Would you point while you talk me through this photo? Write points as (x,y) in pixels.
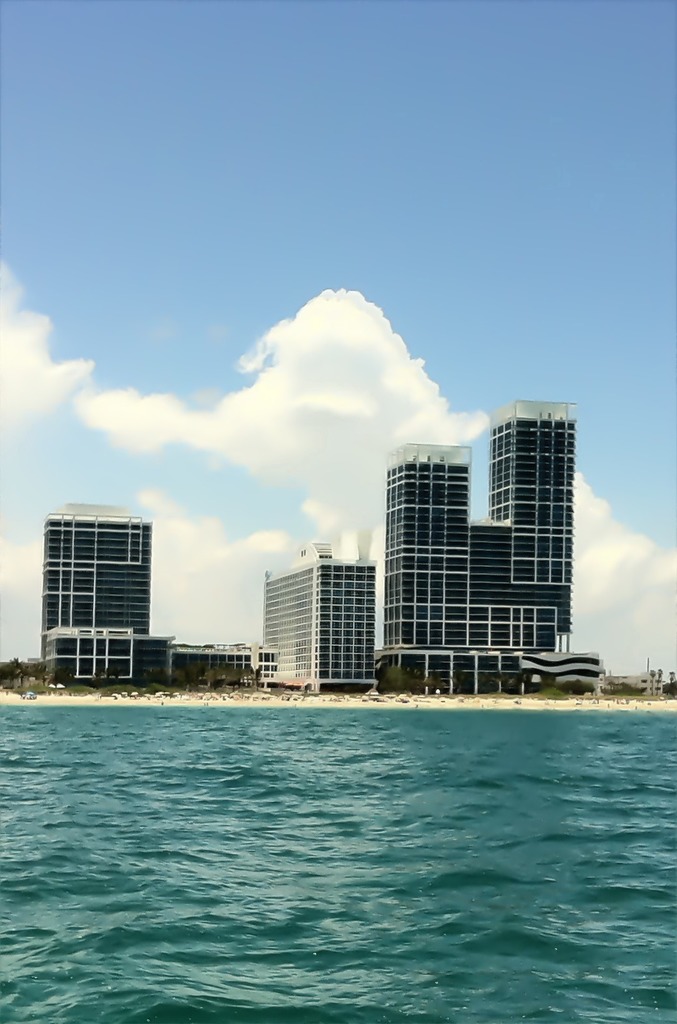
In this picture there are buildings (463,620) and trees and there might be group of people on the sand (100,695). At the top (406,122) there is sky (272,519) and there are clouds (278,329). At the bottom (303,931) there is water (359,883) and sand (341,699).
